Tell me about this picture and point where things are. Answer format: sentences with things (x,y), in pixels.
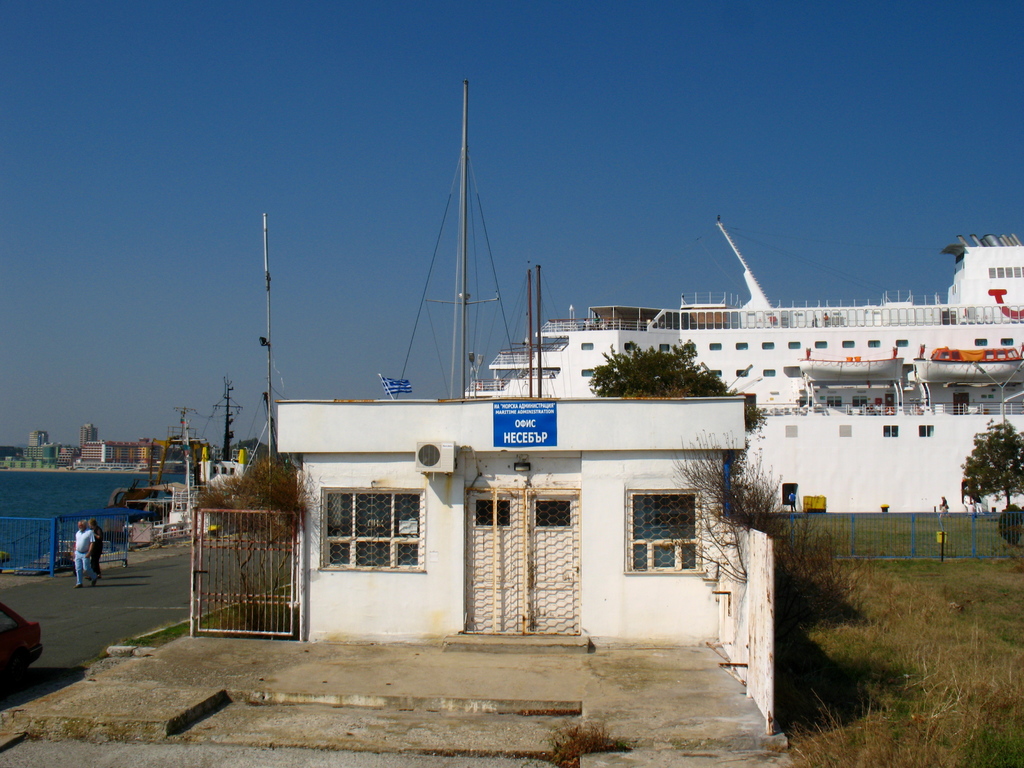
In this image I can see a building (478,416) in the centre (512,425) and on it I can see a blue colour board (515,408). I can also see something is written on the board (553,409). I can also see two windows (335,535), doors (476,556), an iron gate (296,526) and a plant (242,531). On the right side of this image (849,600) I can see an open grass ground (834,740), iron fencing (882,518), number of trees (634,359) and one person (974,495). On the left side (125,595) I can see a road (140,582) and on it I can see a car (3,612) and two persons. In the background (27,507) I can see water (67,505), number of buildings (23,462), a white colour ship (847,487), few poles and the sky (327,76).
